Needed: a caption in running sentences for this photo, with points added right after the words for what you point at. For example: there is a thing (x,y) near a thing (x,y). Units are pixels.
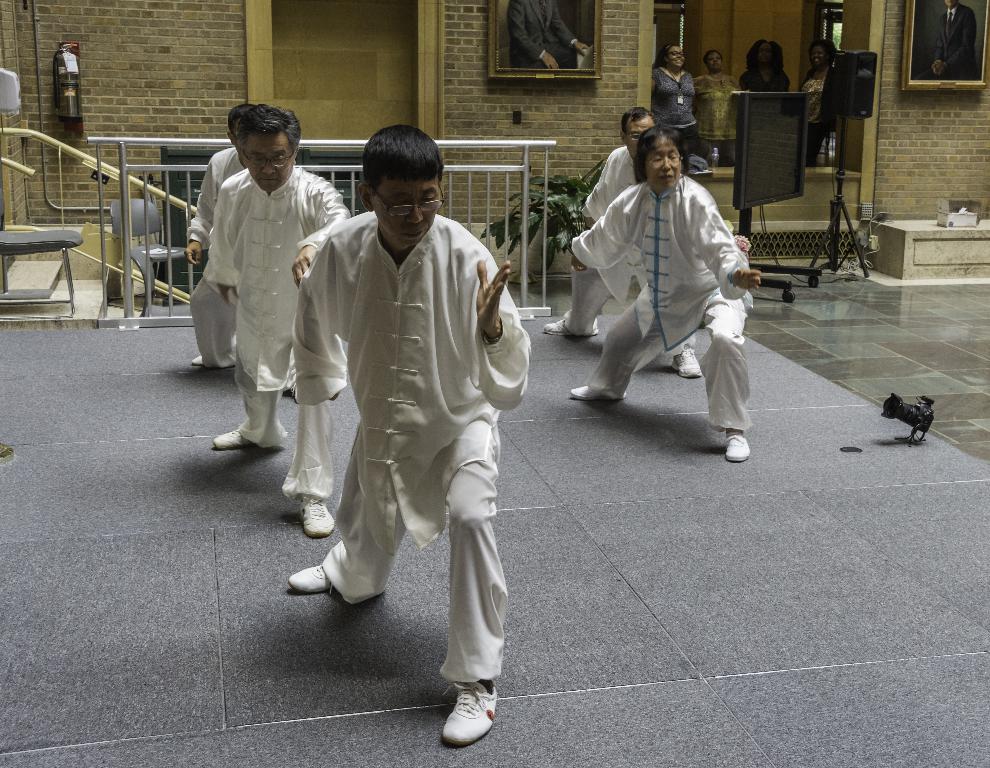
In the image there are few people (449,253) doing martial arts. They kept spectacles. Behind them there is railing (128,211) and also there are steps (61,262) and chairs (135,229). In the background (959,26) on the brick wall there are photo frames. Behind the wall (800,222) there are few people (755,83) and also there are some other objects (850,63) on the wall (989,184).
